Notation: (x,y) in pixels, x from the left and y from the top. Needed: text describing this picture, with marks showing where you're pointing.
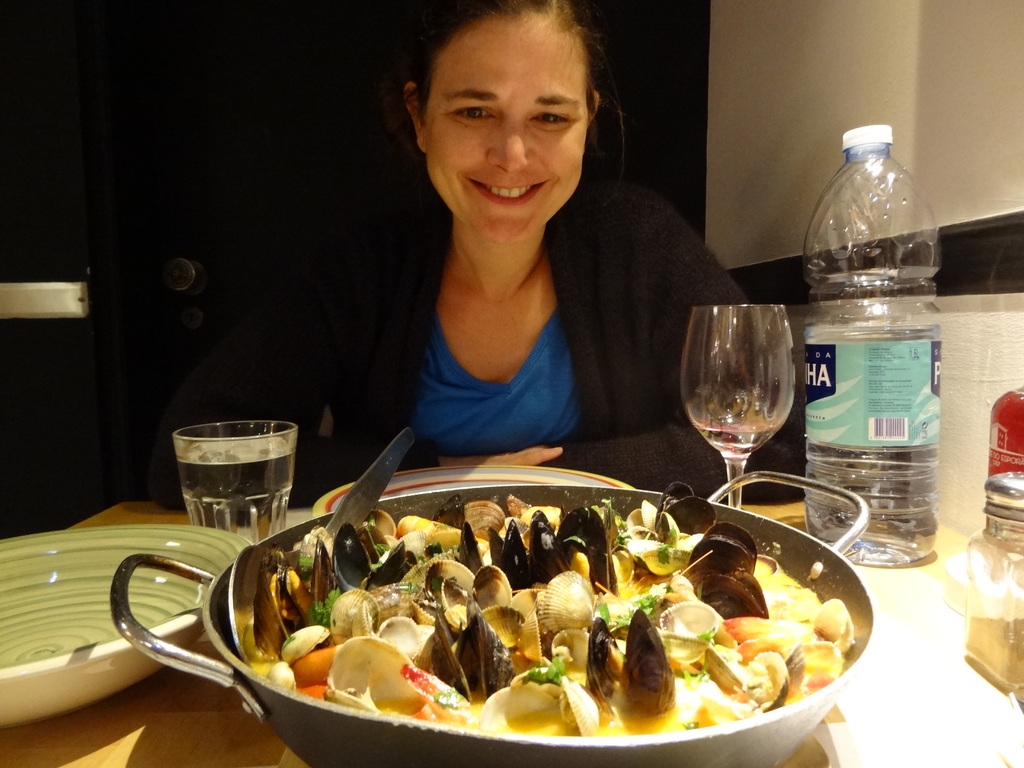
There is a food item (542,631) at the foreground of the image (663,587) and at the right side of the image (719,429) there is a water bottle (841,403) and glass (758,343) and at the background (387,270) there is a woman (434,320) smiling at the camera.
